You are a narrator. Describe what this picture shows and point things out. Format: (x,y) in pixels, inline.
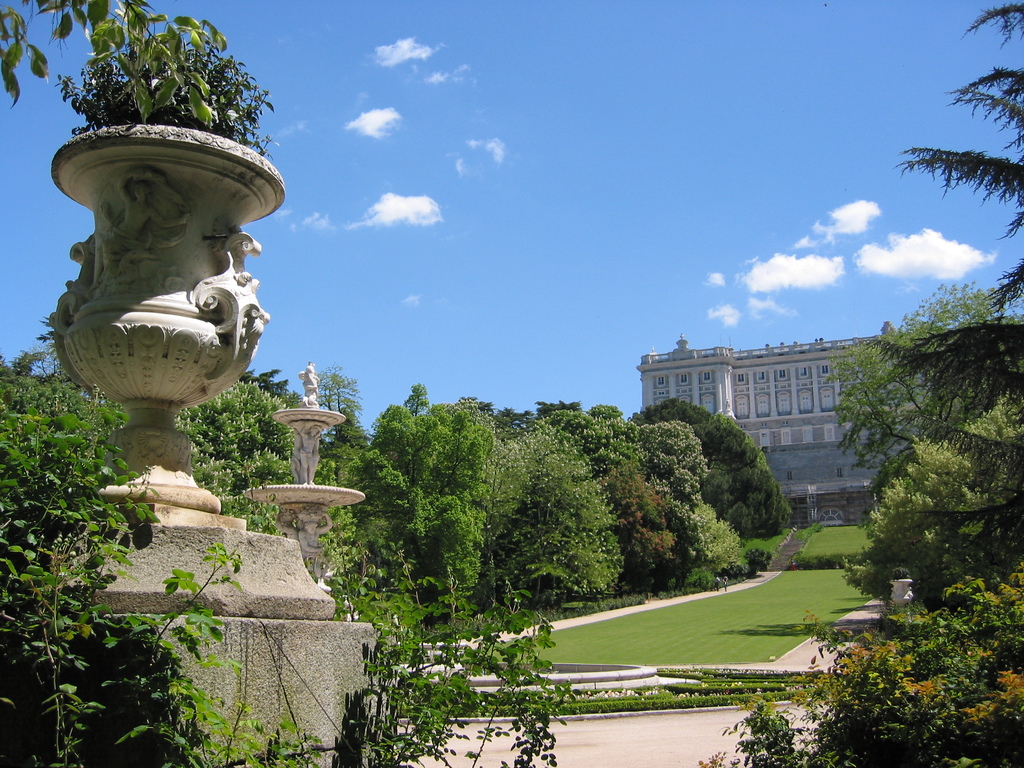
In this image there is a grass (800,616). There are showpieces (198,488) constructed on the left side (332,724). There are the trees (941,573) on the both sides. There is a building (819,391) in the background (834,436). There are clouds (417,220) in the sky (564,369).
